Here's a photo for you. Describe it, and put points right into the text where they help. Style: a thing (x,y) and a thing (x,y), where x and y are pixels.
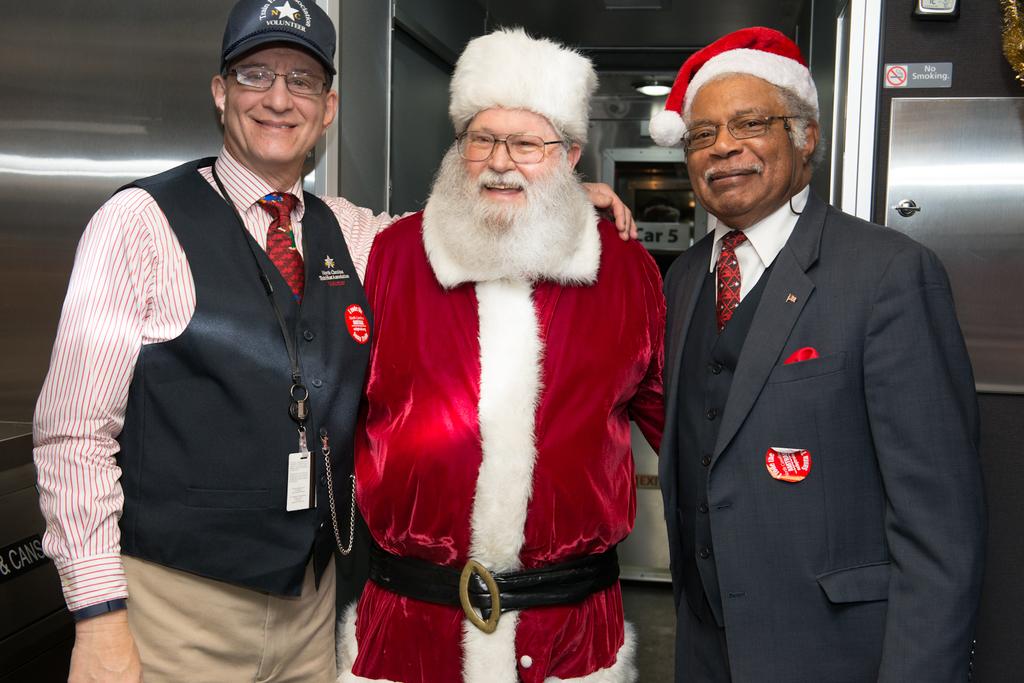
In this image, we can see people (428,218) standing and wearing glasses (246,73), caps (549,90), ties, id cards (311,459) and badges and one of them is wearing christmas costume (480,413). In the background (80,54), there are lights (649,86) and there is a steel wall (115,104) and we can see sign boards (929,72) and some other objects (1005,37).
